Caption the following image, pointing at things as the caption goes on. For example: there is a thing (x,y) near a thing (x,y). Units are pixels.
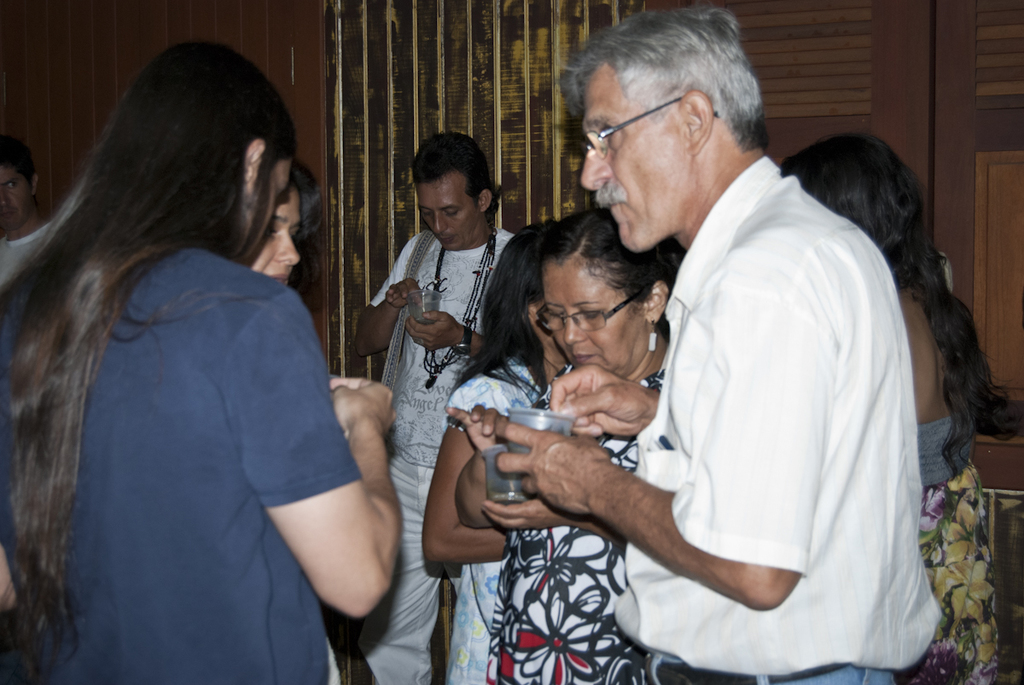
In this image we can see a few people (488,395), some of them are holding cups (497,449), there is a closet (953,195), and the wall (409,102).
